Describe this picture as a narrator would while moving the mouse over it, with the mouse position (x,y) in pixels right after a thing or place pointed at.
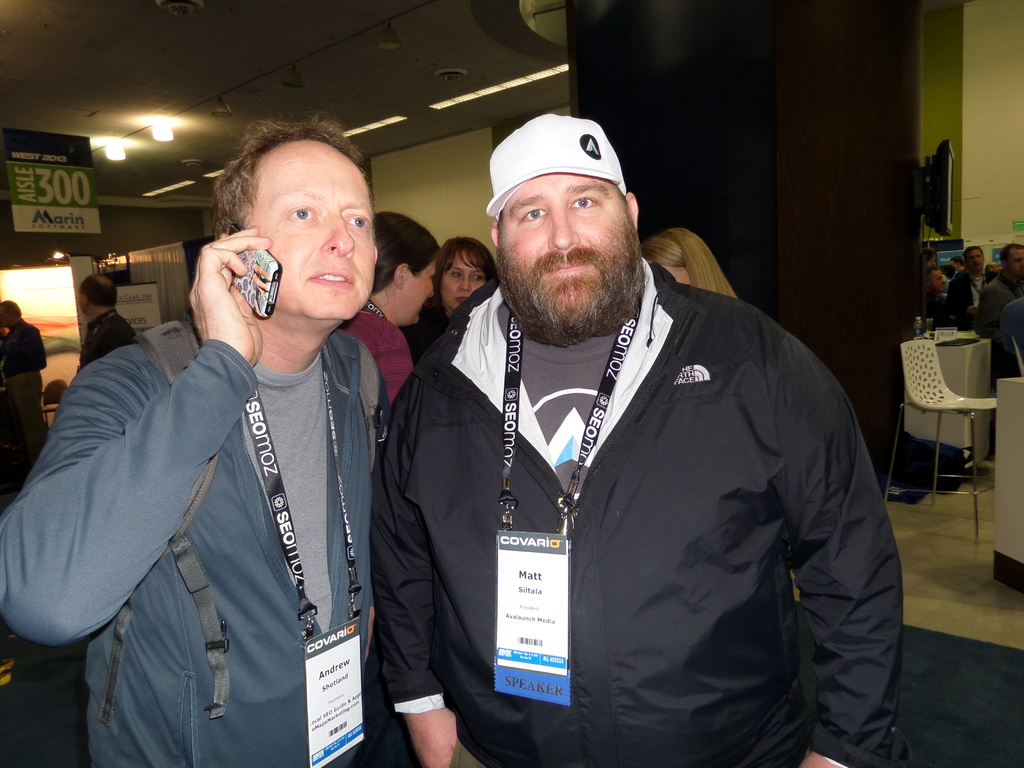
In the image we can see two men (490,486) standing, wearing an identity card (347,657). The right side man (388,630) is wearing the cap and the left side man (169,500) is carrying bag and holding device (251,281) in hand (226,327). Behind them there are other people (416,241) standing and some of them are sitting, they are wearing clothes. Here we can see the chair (957,403), lights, poster (69,191) and the floor (941,641).
